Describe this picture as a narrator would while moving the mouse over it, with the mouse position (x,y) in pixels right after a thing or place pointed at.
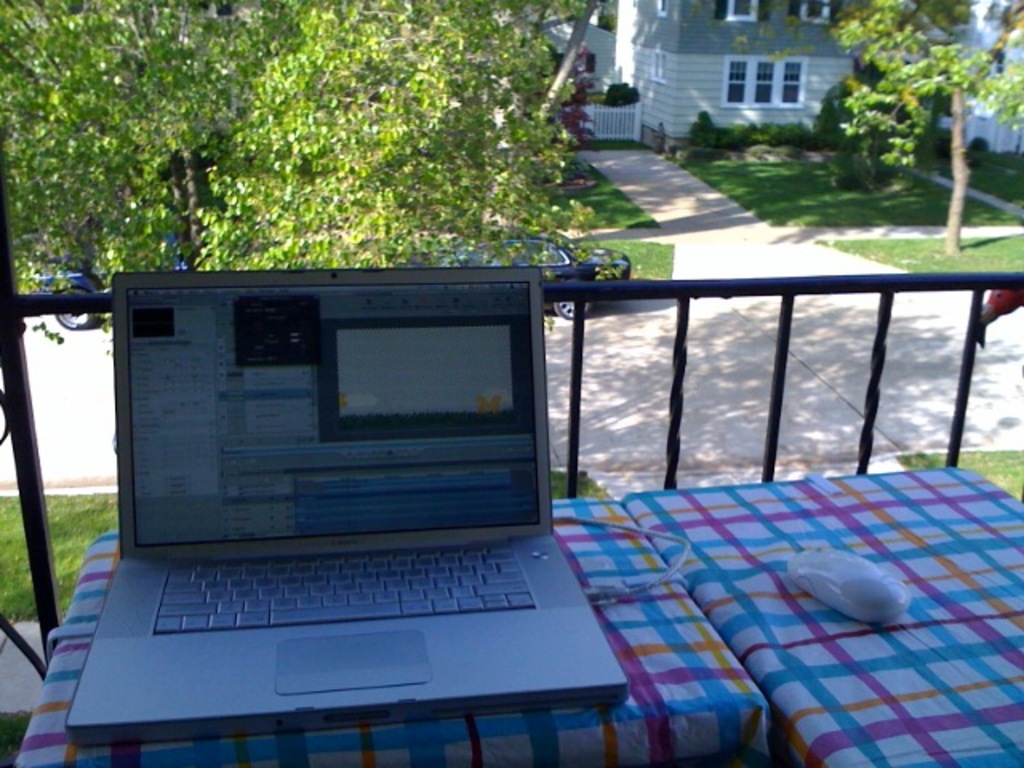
In this image we can see a laptop (294,415), connector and a mouse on the tables (778,640). We can also see the railing (679,387), a group of trees (296,253), cars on the ground (608,328), grass (633,144), some plants (831,134), a building (731,119) with windows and a fence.
